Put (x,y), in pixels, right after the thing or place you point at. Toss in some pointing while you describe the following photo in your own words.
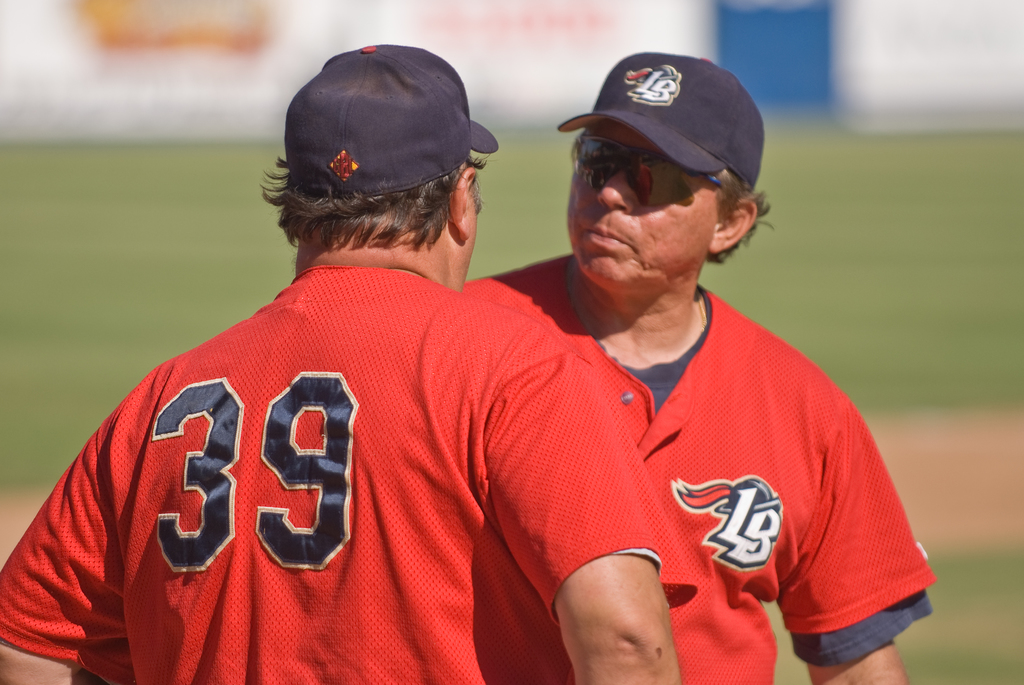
In this image we can see two persons (604,334) and the persons (453,204) are wearing caps (365,141). The background of the image (571,102) is blurred.
